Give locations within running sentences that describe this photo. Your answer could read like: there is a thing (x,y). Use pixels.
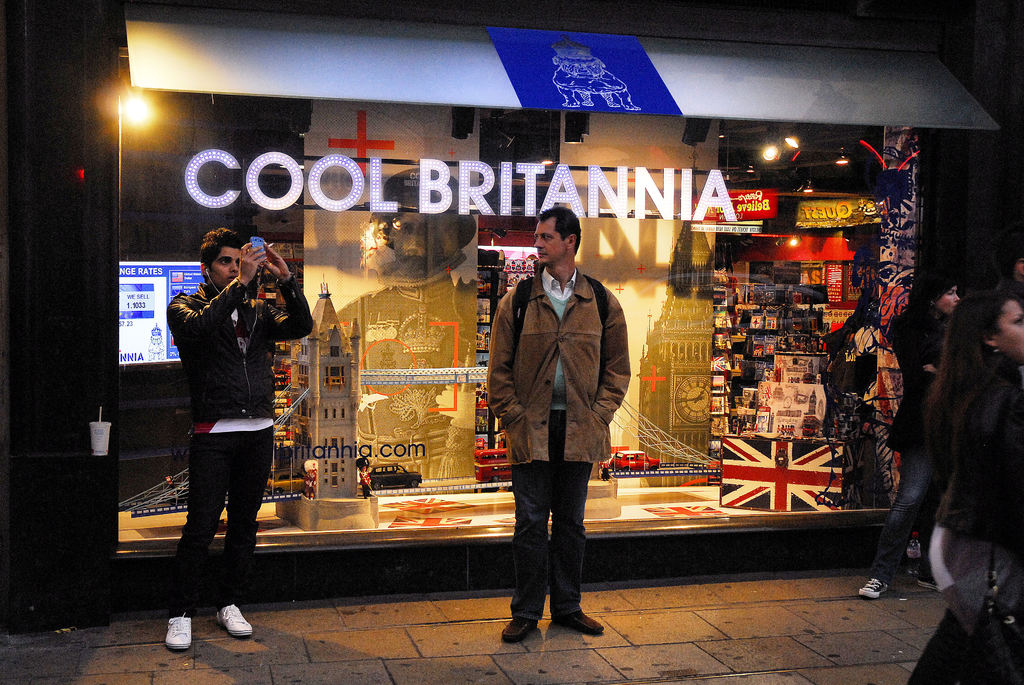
In this image we can see a store (766,433) and many objects (766,433) are displayed in it. There are few lamps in the store (753,353). There is a reflection of light (144,134) on the glass (161,129) of the store (154,113). There are few people (217,365) in the image. A person (251,400) is holding an object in his hand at the left side of the image (219,417). There is some text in the image. There is a drink container (104,426) placed on an object (86,468) at the left side of the image (94,443).
